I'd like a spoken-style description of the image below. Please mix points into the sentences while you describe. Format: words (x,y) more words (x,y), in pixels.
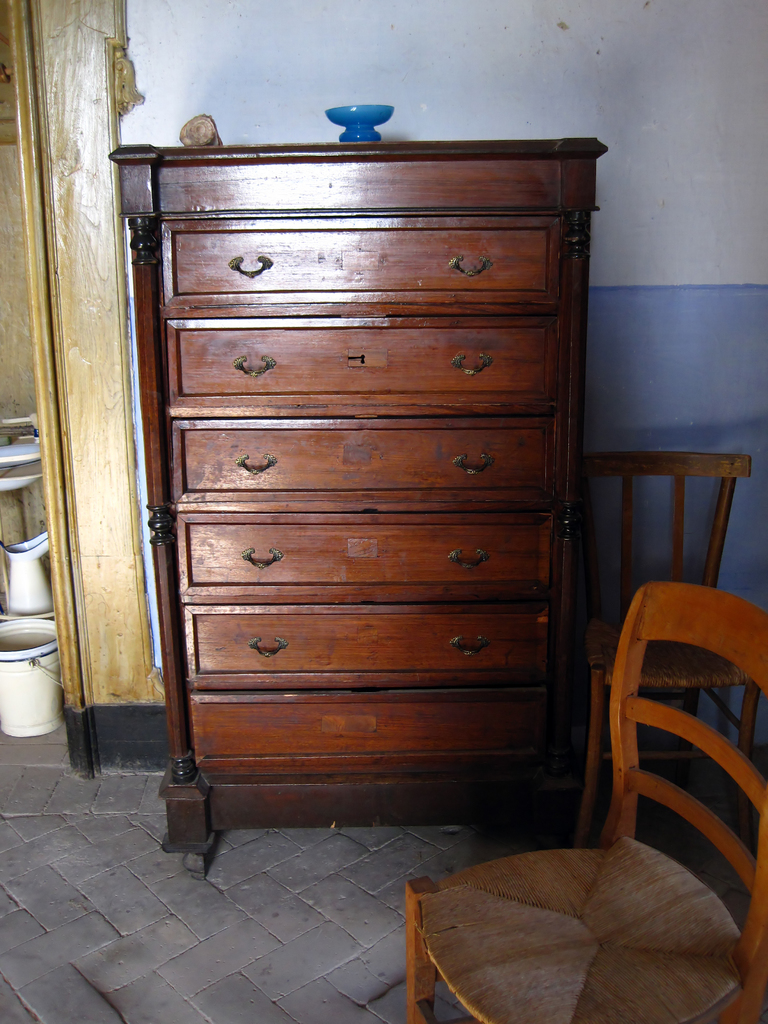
In this picture I can see there is a wooden shelf (267,307) here and it has some holders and there are some chairs (530,950) and there is a wall (355,58) in the backdrop (361,48).
